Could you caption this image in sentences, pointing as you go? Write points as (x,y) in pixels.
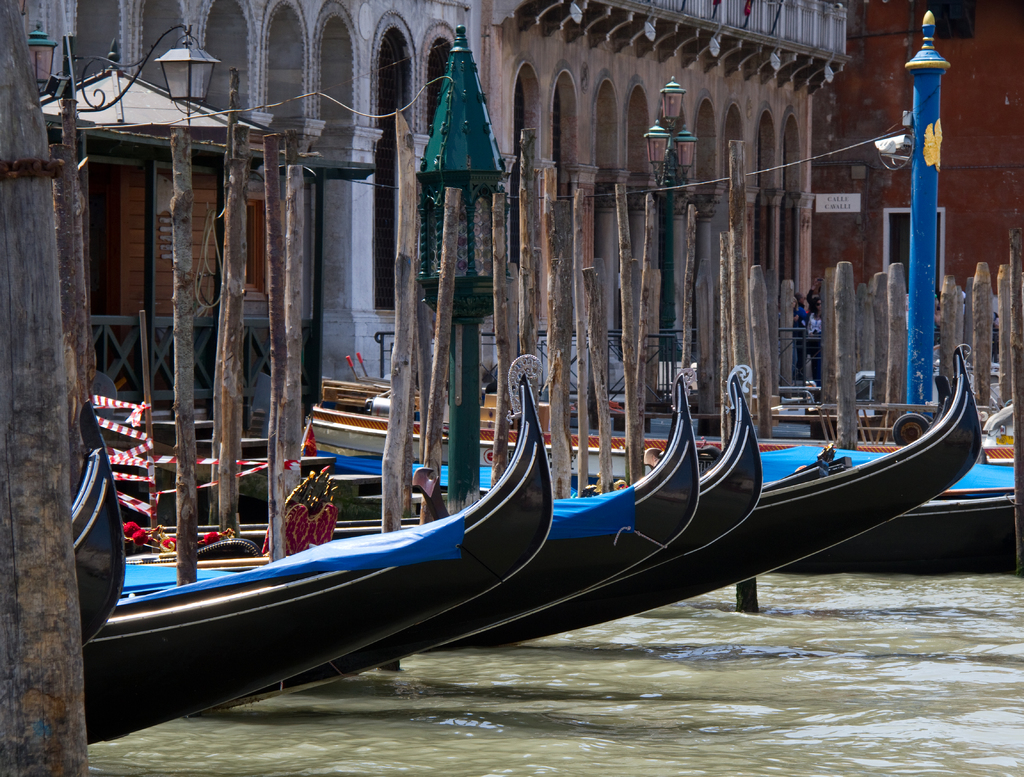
In this image there is the water (632,661). There are boats (550,505) on the water (760,675). Behind the boats (596,484) there are buildings (672,44). To the left (203,83) there are street light poles (174,100) and a wooden railing (208,341).
